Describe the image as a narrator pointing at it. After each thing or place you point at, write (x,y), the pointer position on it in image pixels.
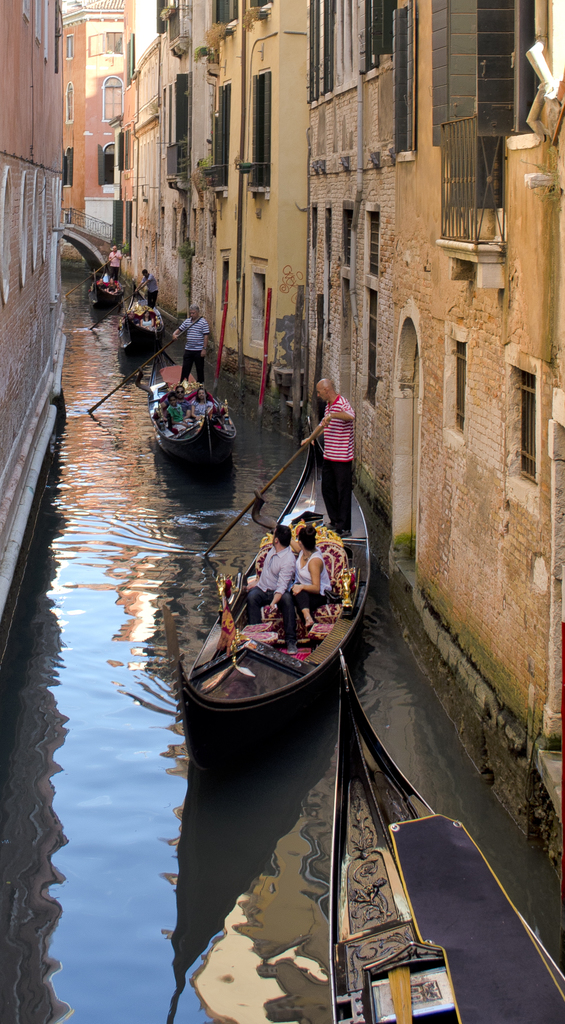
In the picture there is a river (133,392) between the buildings (156,177) and there are few boats (225,413) moving on the river (315,778).
